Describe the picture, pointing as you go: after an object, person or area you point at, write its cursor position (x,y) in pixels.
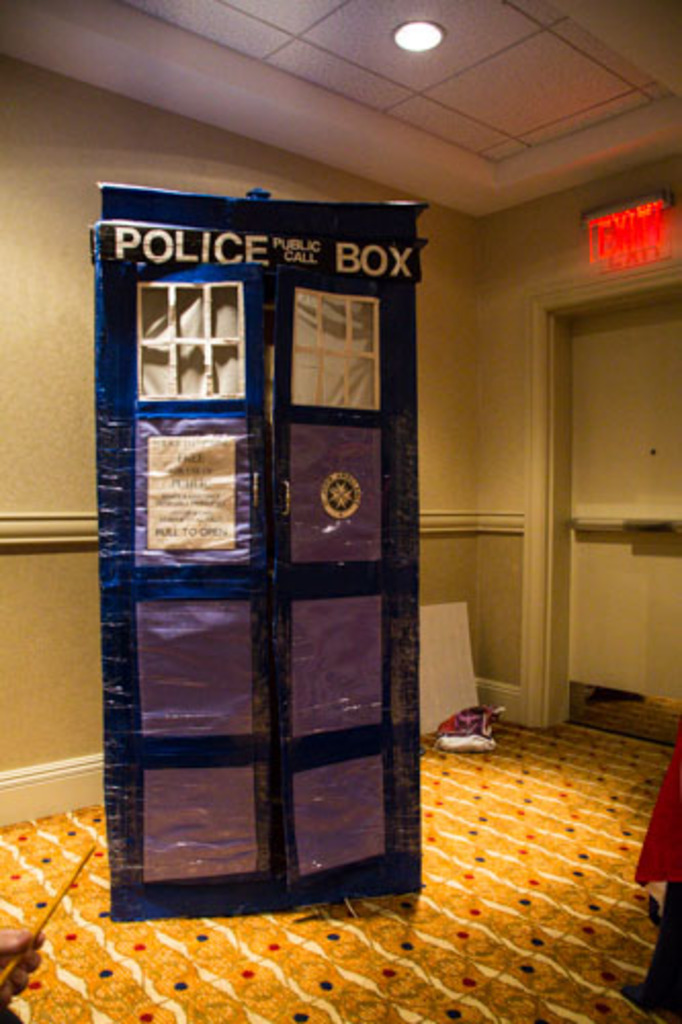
This is the picture of a room (49,353). In this image there is an artificial room (191,532). At the back (441,651) there are objects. At the bottom left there is a person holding the stick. On the right side of the image (657,997) it looks like a person (677,817). At the back (644,677) there is a door (639,688) and there is a board (647,231) on the wall (579,217). At the top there is a light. At the bottom (497,784) there is a mat (564,779).
